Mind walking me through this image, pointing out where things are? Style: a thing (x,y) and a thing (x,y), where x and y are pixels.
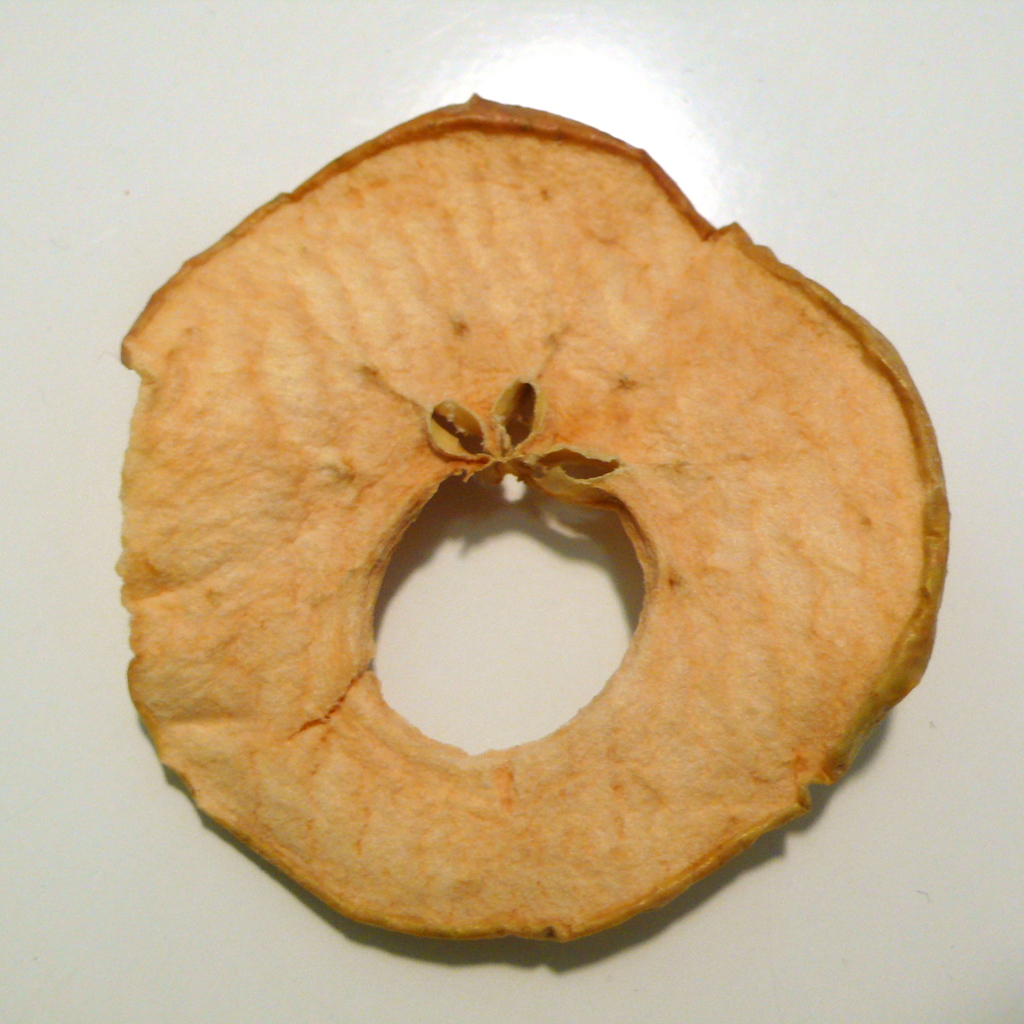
In this image there is a slice of a fruit (337,464) with seeds (528,435).
